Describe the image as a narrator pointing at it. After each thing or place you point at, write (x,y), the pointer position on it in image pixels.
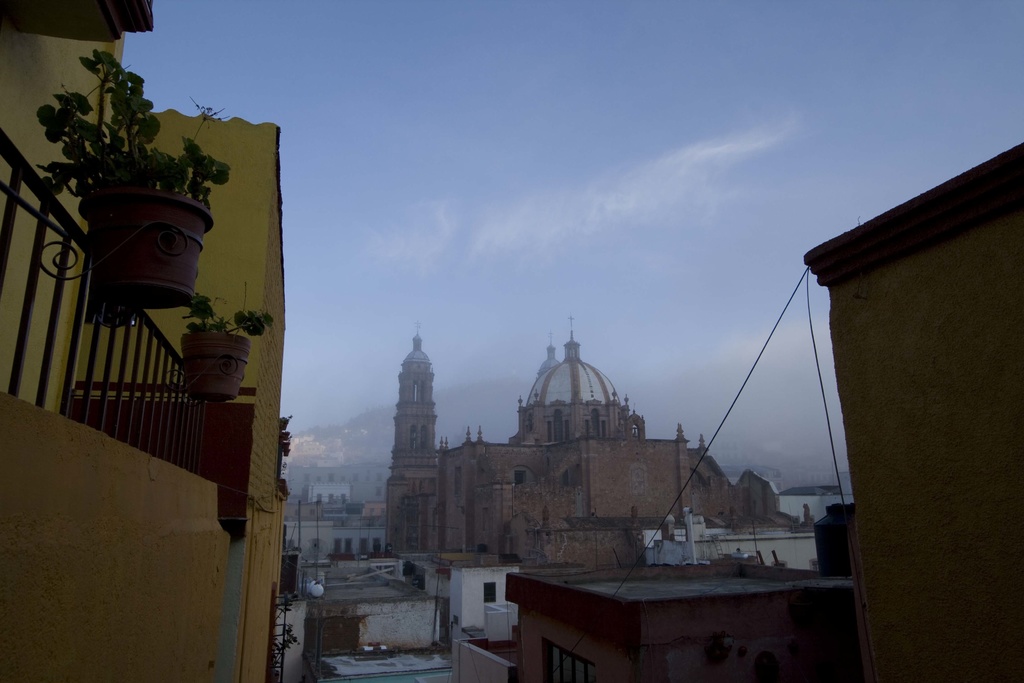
In the image there are many buildings (341,525) and houses (312,524), on the left side (116,577) there is a wall (53,471) and above the wall (79,220) there are some plants (63,117) attached to the railing (9,223), in the background (371,420) there is a mountain (486,395).
